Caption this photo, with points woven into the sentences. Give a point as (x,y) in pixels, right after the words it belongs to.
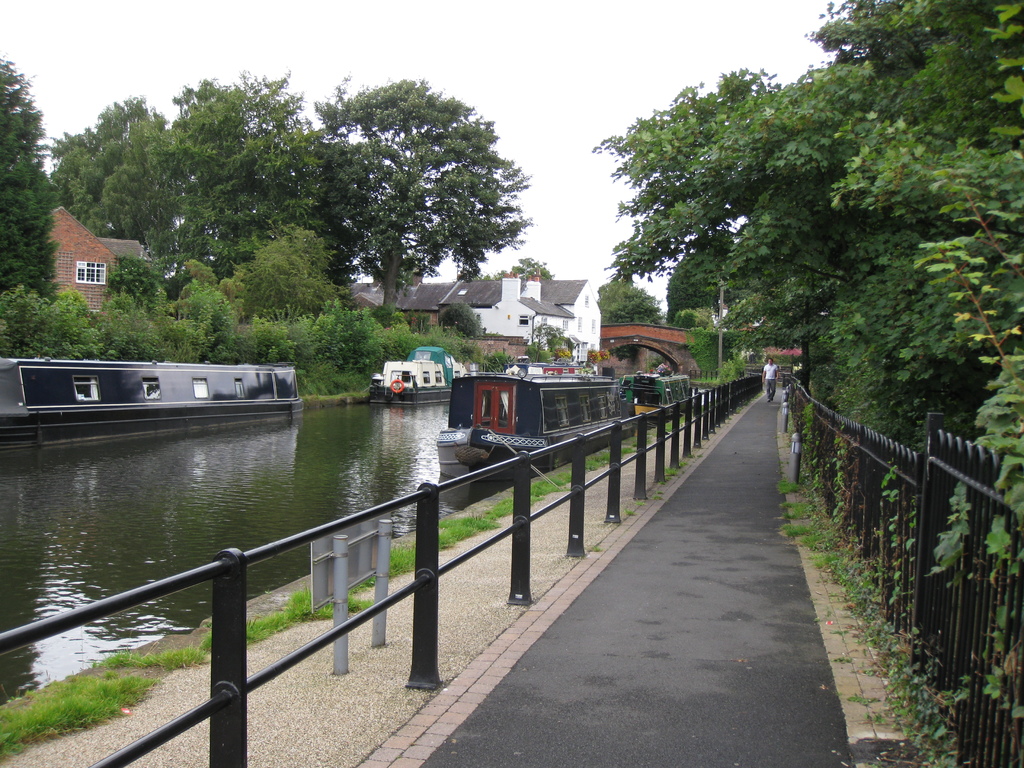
In this picture we can see boats (446,452) on water (377,428), here we can see an object (479,454), fences (551,449), poles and a person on the road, here we can see a bridge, buildings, trees (861,395) and we can see sky (614,59) in the background (656,82).
